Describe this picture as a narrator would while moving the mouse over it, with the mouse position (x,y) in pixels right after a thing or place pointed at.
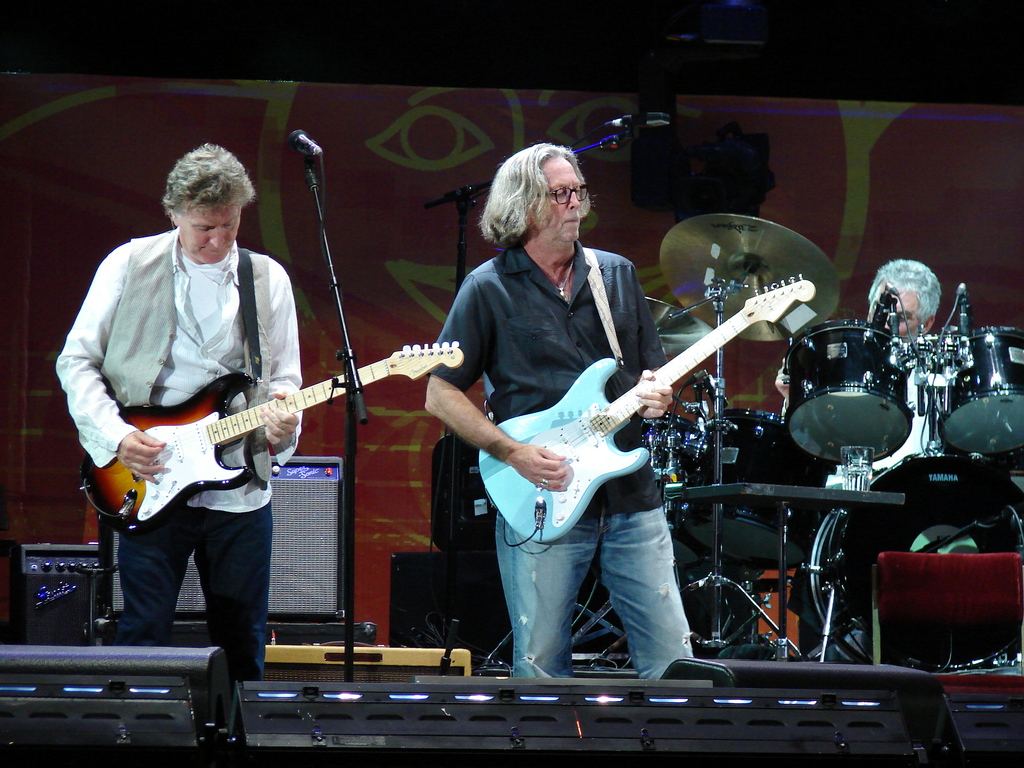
In the image there are two people (574,591) they are playing guitar (581,479). There is a mic (351,675) placed before them. In the background (745,555) there is a band (783,424) and board (445,149).
